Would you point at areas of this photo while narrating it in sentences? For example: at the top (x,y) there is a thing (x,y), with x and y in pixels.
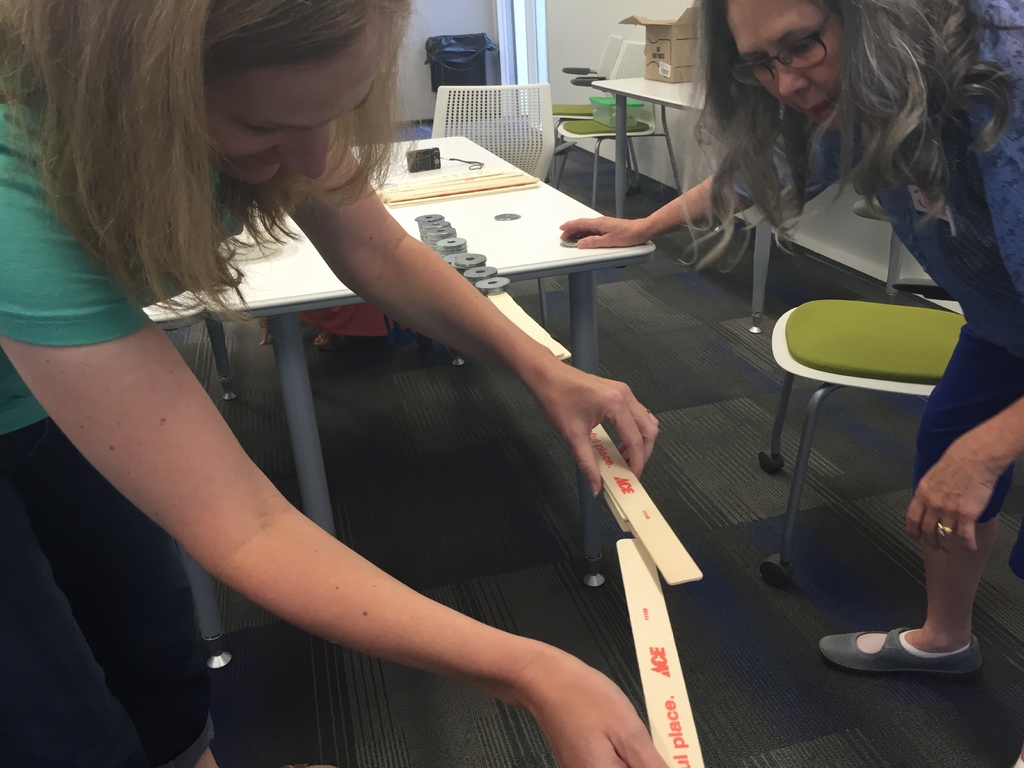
In this picture we can see a trash can (472,40). Chairs (544,93) and a box (598,108) on it. We can see a camera (434,164) on the table (525,195). We can see a woman (75,183) holding sticks (639,511) in hands (598,467) and making some experiment. This is a floor (741,521). We can see a cardboard box (682,56) on a table (676,96).
